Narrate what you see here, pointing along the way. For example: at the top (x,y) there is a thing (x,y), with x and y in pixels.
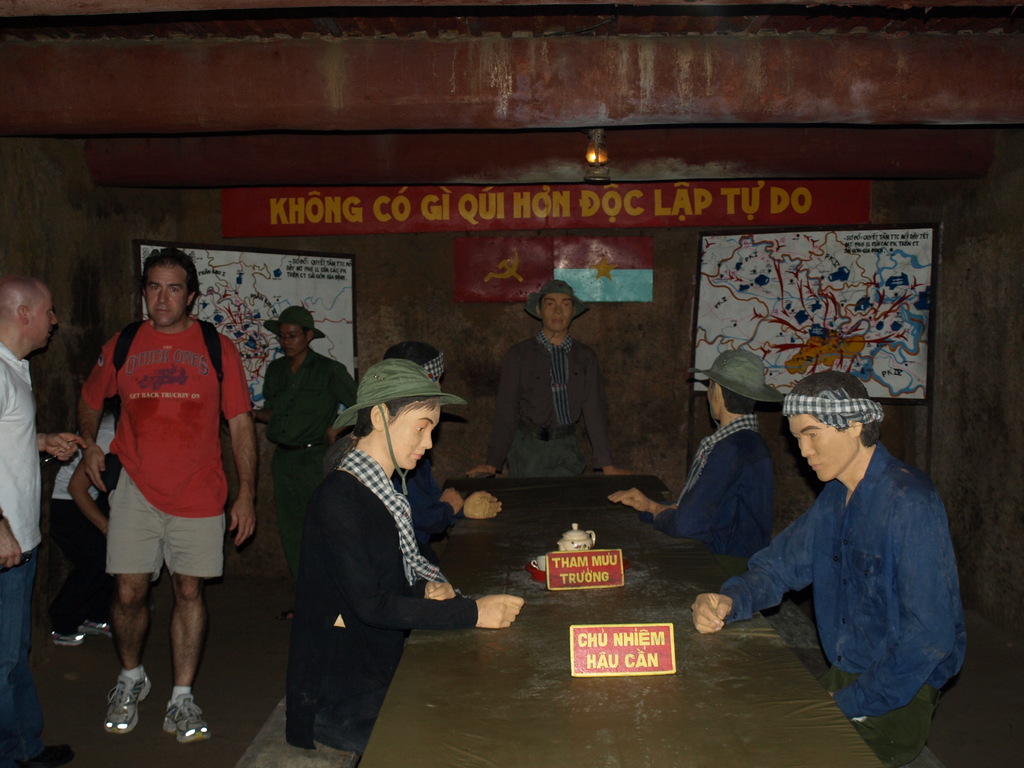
In the foreground of this image (379,600), there are sculptures (845,687) of persons (379,630) near a table (677,734). On the left (79,544), there are persons (23,534) standing and in the background (113,280), there is a wall (133,198) with text (554,213), two flags (569,268), and maps (747,304) on it.
